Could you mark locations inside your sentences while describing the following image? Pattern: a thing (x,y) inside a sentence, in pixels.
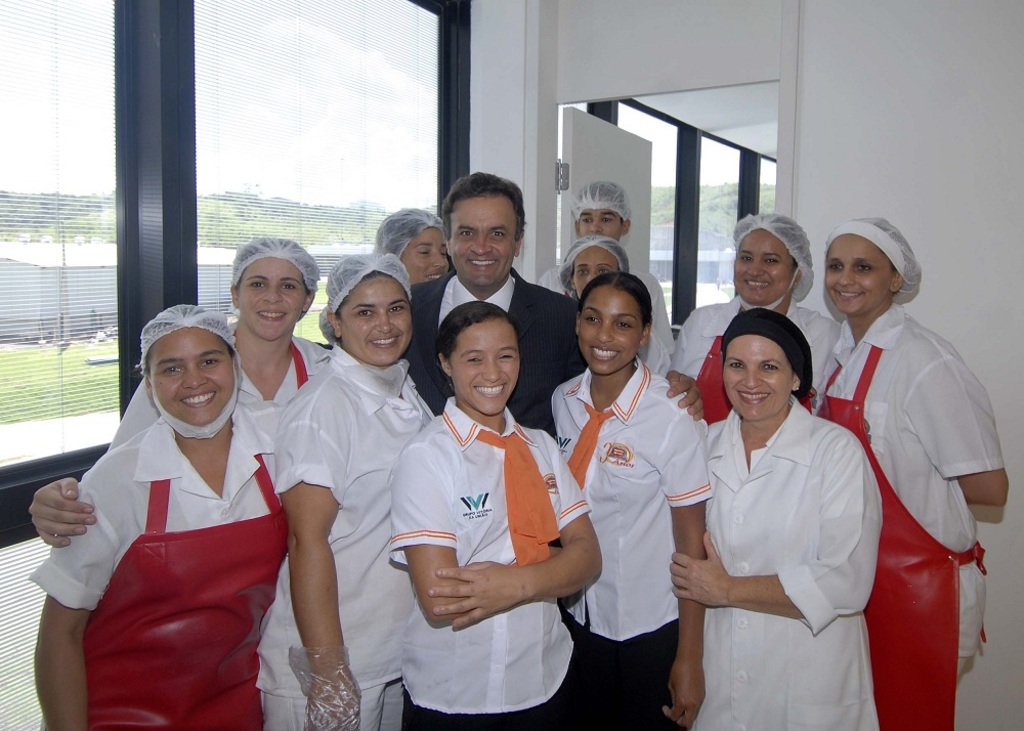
In this image there are group of persons (616,420) standing and smiling. In the background (382,181) there is a door (642,161) and there are windows (419,135), behind the windows (107,240) there is grass (72,378) on the ground (84,348) and there are trees (210,219) and there are sheds (84,247).
